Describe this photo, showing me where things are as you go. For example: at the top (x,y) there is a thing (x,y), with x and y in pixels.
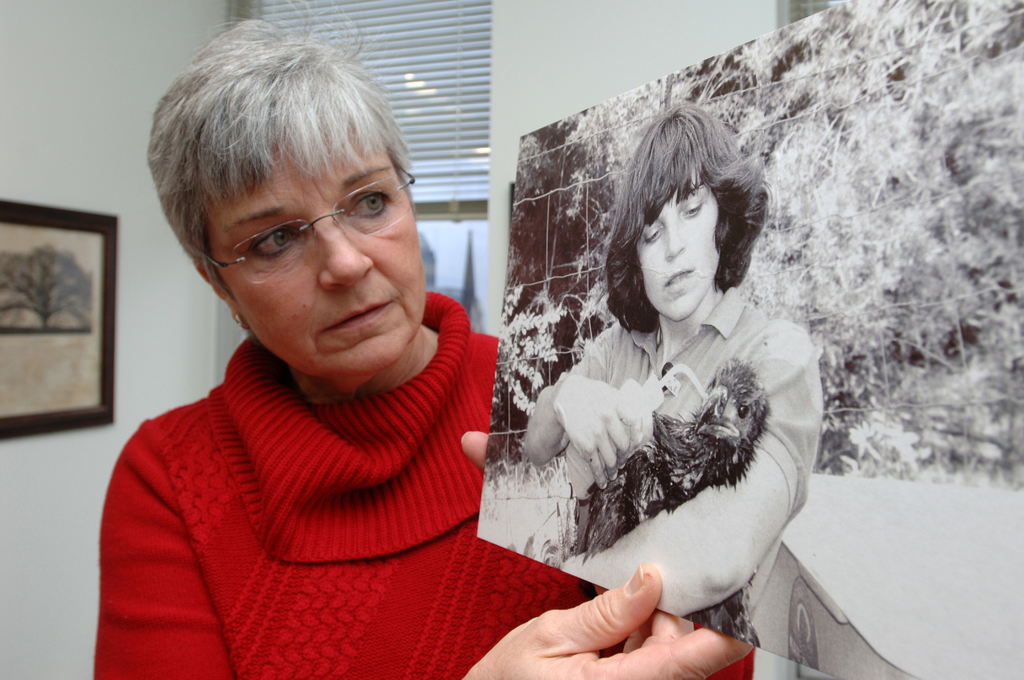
In this picture we can see a person (329,475) holding a photograph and in the background (435,231) we can see a wall (697,8), photo frame (15,384) and some objects (442,213).
